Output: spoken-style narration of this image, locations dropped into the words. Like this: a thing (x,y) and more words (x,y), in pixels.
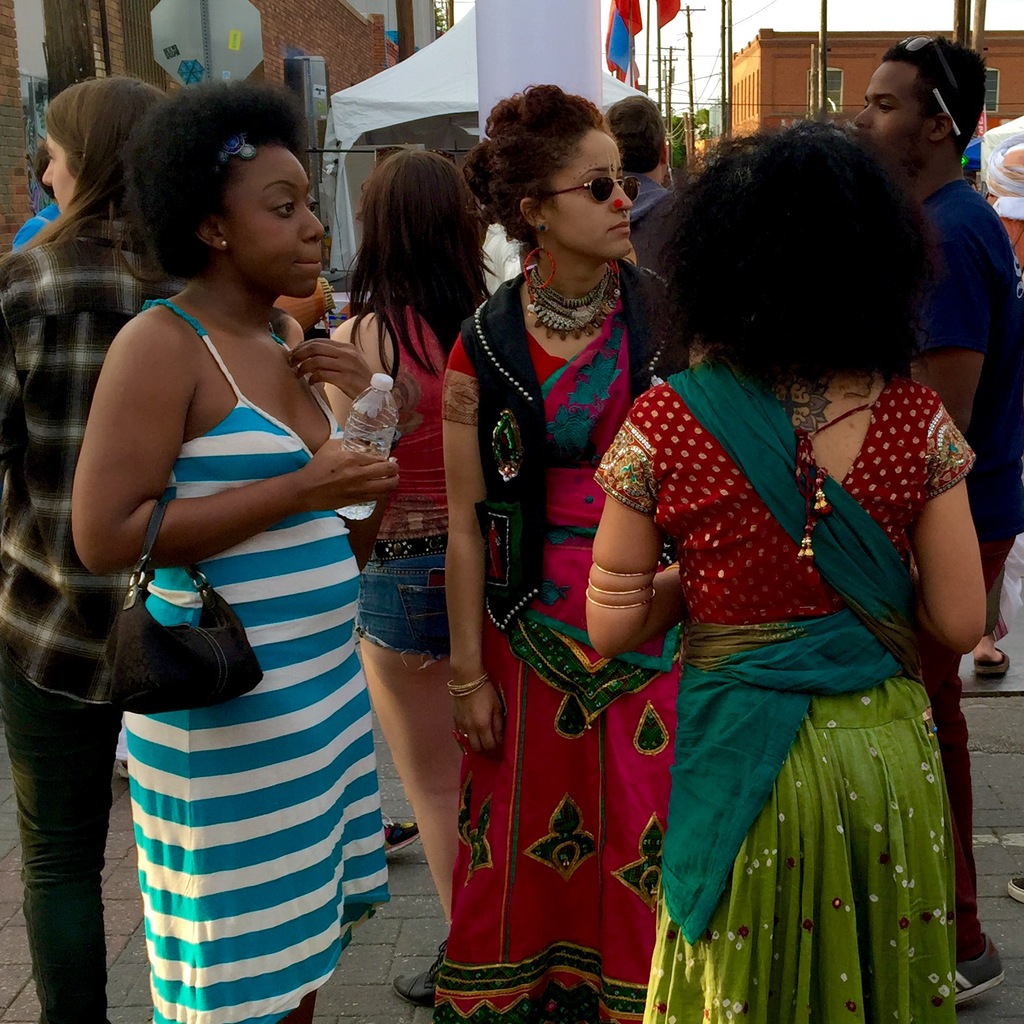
This image is taken outdoors. At the bottom of the image (372,950) there is a floor (991,737). In the middle of the image (563,348) a few people (623,350) are standing on the floor (391,1014). A woman (268,395) is holding a bottle (379,434) in her hand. In the background (369,74) there is a building (742,94), a few poles (648,69), flags (620,55), a stall (370,91) and a signboard (171,21).
